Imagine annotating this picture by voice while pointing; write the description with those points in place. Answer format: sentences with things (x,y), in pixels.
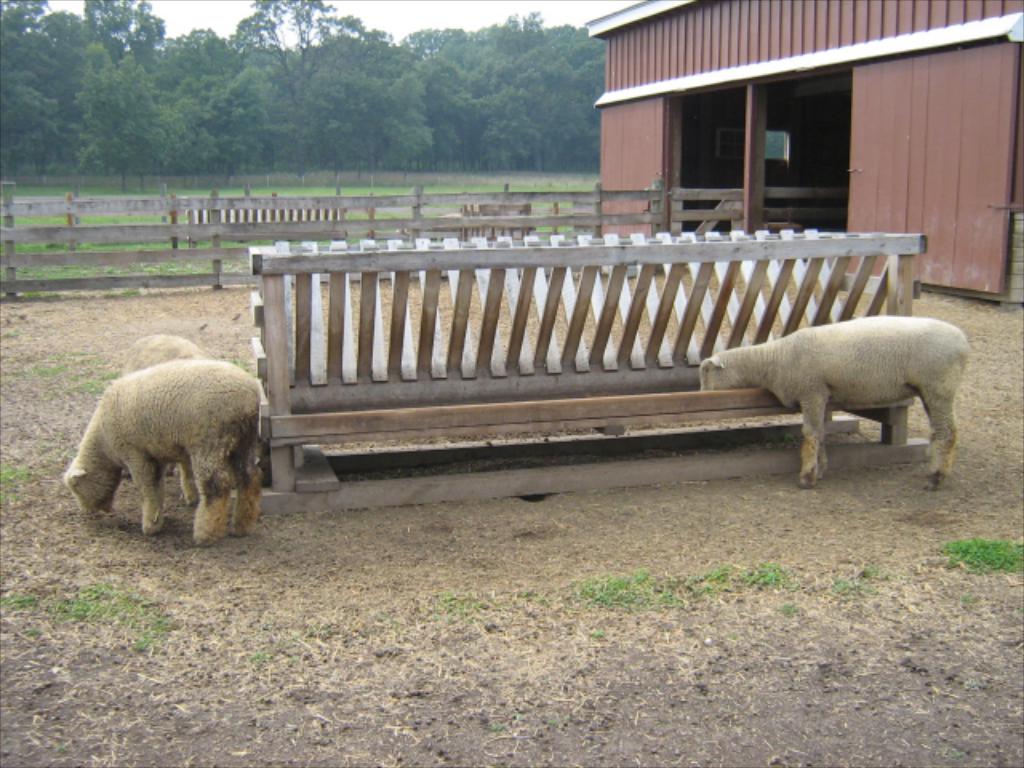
In this image I can see few animals (99,465), they are in brown and cream color. Background (971,152) I can see a shed (738,34) in brown color, wooden fencing (318,230), trees (338,106) in green color and the sky (457,12) is in white color.
